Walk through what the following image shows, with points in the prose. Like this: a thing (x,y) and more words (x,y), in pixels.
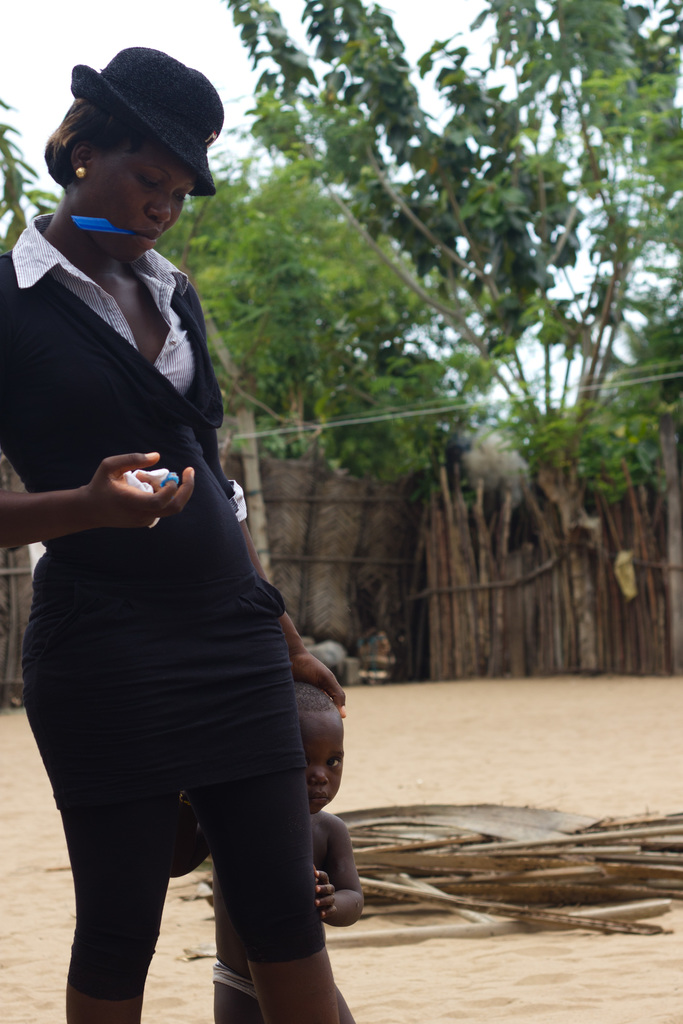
In this image we can see a woman (130,289) and in her mouth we can see an object (80,223). The woman (109,534) is holding an object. Behind the woman (280,759) we can see a kid (240,968). There are wooden objects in the sand (464,725). In the background (377,573), we can see the fencing (385,564) and trees (257,107). At the top (148,47) we can see the sky (168,44).
